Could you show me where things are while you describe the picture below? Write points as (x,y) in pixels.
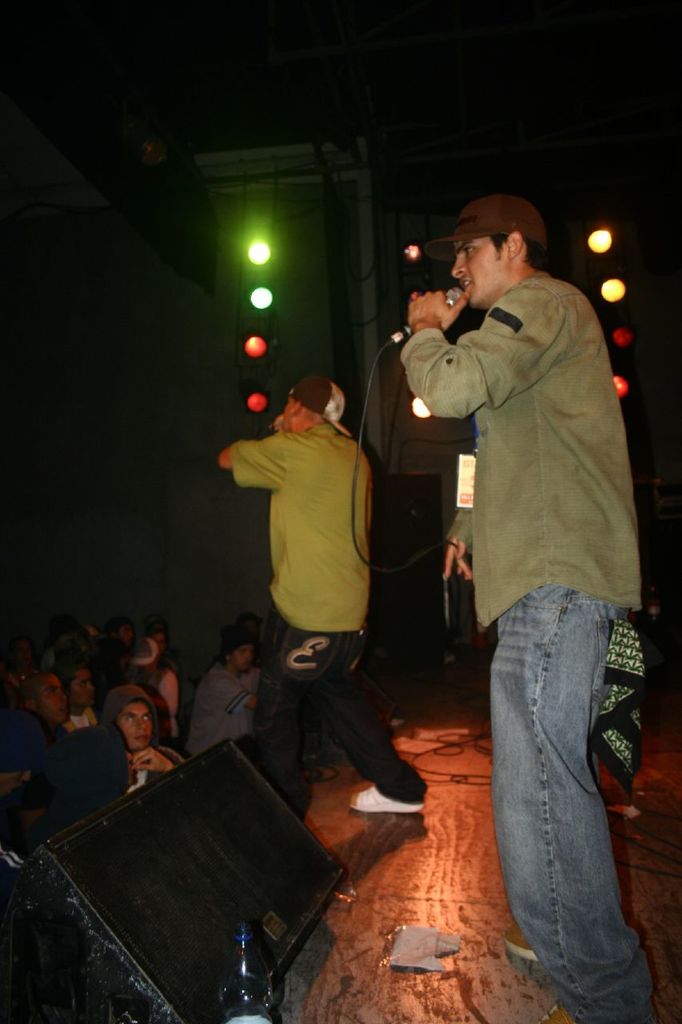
This image consists of two persons (500,615) performing music. It looks like a concert. At the bottom (136,931), there is speaker (153,933). To the left (90,671), there are many people (140,690). In the background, there are lights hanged to the roof (594,18).
